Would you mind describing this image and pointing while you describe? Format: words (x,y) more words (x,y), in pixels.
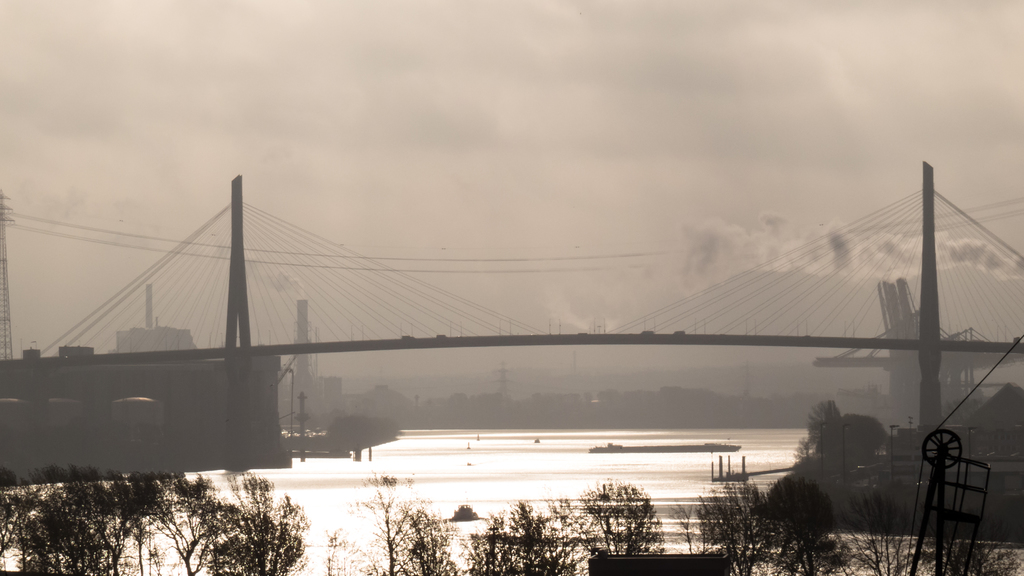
In this image we can see a roadway bridge (748,342). A river (530,465) is flowing under the bridge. There are many trees (375,534) in the image and we can see a slightly cloudy sky (784,257).
